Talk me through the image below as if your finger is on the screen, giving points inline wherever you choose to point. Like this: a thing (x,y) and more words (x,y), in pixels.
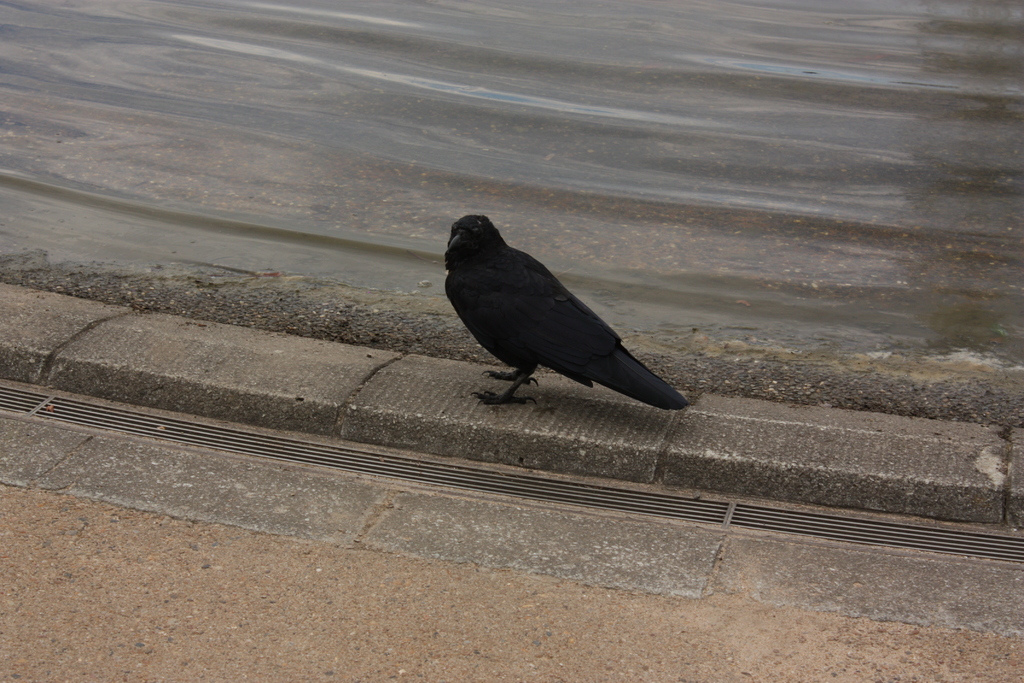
This picture shows a black crow (549,343) on the ground (443,634) and we see water (564,104).
